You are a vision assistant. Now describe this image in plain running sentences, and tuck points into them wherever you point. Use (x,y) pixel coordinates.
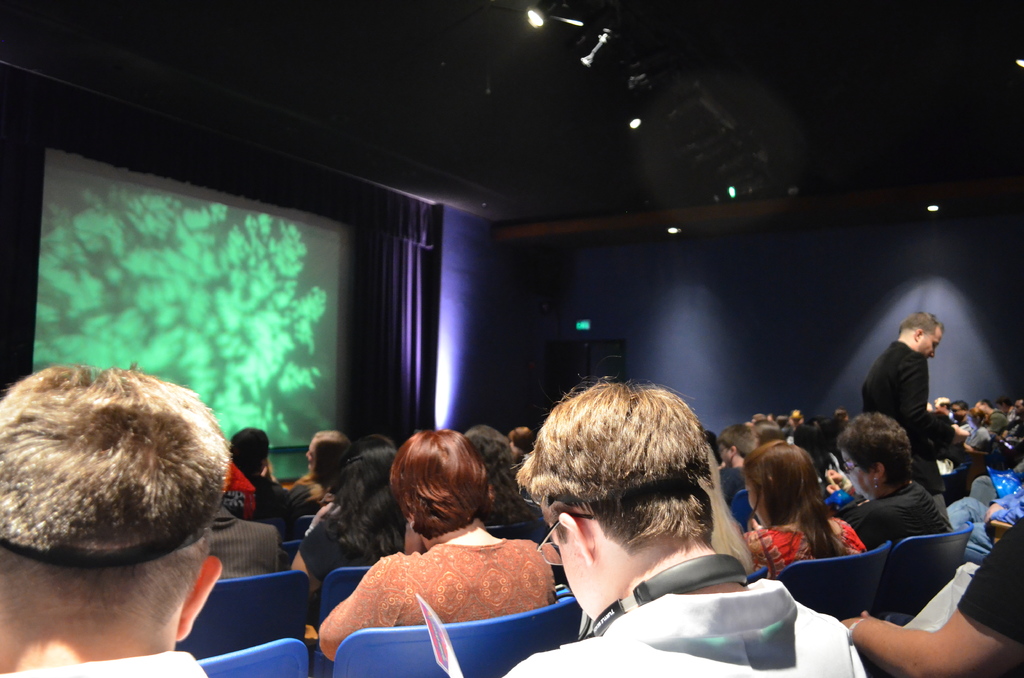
In this image I can see number of persons (532,546) are sitting on chairs (487,668) which are blue in color. I can see a person (943,419) wearing black color dress (905,402) is standing. In the background (764,303) I can see the wall (780,303), the ceiling (767,73), few lights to the ceiling (614,25), the curtain (398,260) and the screen (203,285).
